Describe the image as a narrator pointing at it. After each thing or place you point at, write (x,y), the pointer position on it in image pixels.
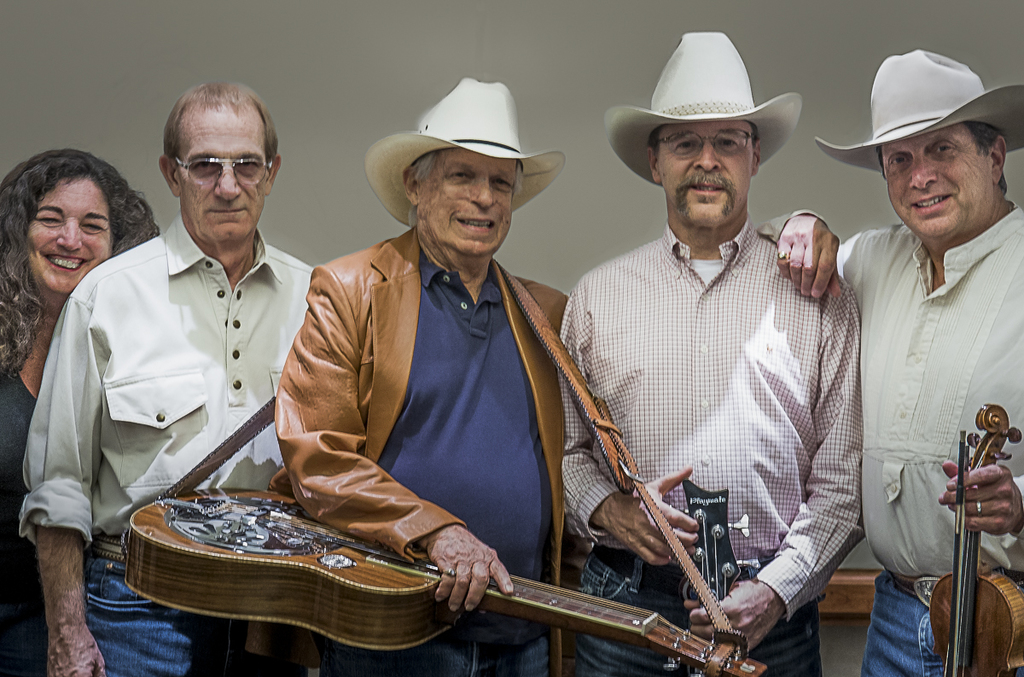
In this image there are a group of persons (252,262) who are standing and smiling and on the right side (915,247) there are three men (445,230) who are standing and they are wearing hats (872,122) and also they are holding guitars (264,538) and a violin (966,558). On the background (309,49) there is a wall (401,56).
